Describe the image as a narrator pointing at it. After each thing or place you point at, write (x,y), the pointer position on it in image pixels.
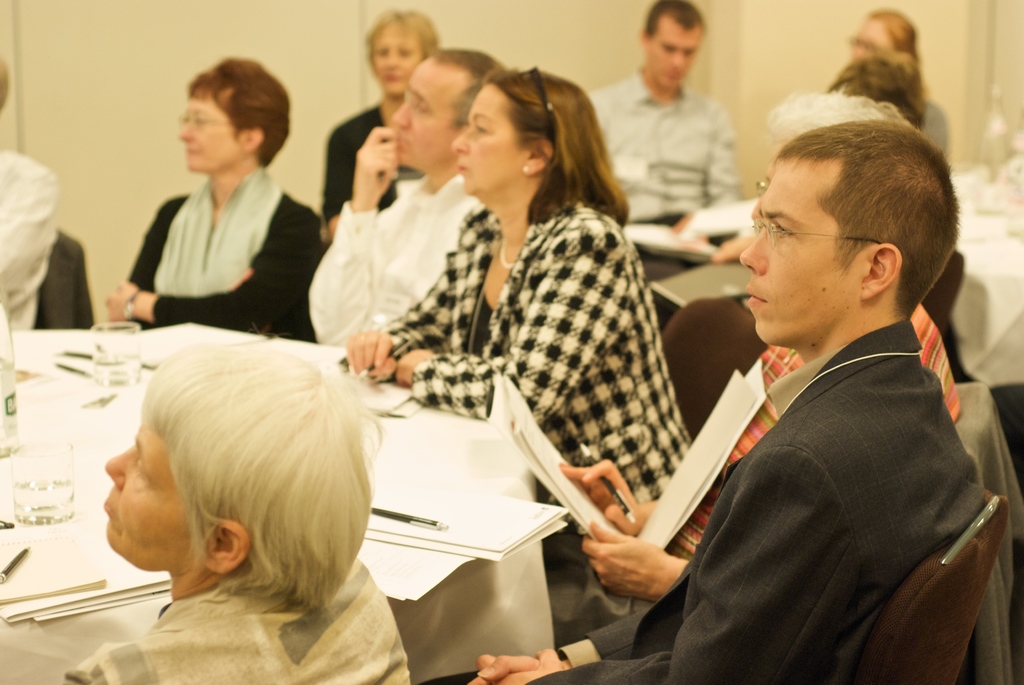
In this picture I can see group of people (490,294) sitting on the chairs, a person (571,476) holding papers (555,488), there are papers (512,509), pens (7,523), glasses (108,384), bottles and some other items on the tables (992,305), and in the background (319,120) there is a wall (319,120).
